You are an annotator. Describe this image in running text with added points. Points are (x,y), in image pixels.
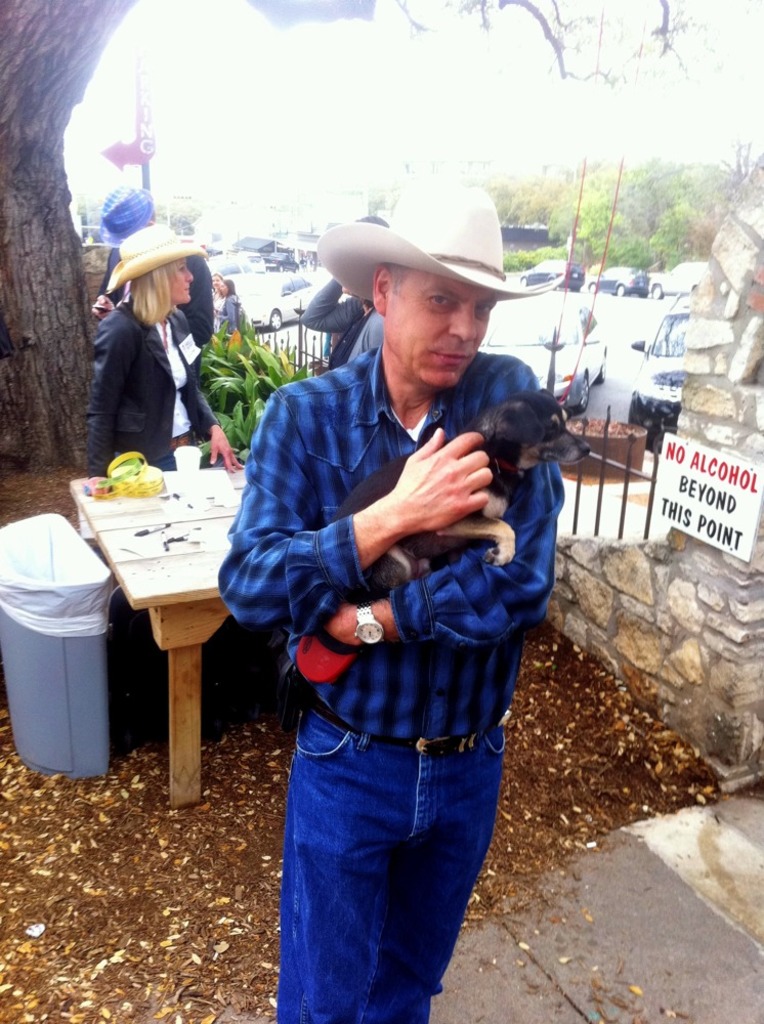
On the background (660,232) we can see trees (613,172) and vehicles (652,293) on the road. Here we can see a man (372,361) wearing hat (443,229), he is holding a black colour dog (544,442) in his hands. Behind to him we can see a table (202,548) and on the table (224,519) we can see papers (228,502), pens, glass (191,449). Near to the table (139,507) we can see a woman (118,382) wearing a hat (121,269). Behind to her we can see one person (146,211). Here we can see a trash (78,701) beside to the table (208,568). This is a board (742,470) over a wall (693,540).
